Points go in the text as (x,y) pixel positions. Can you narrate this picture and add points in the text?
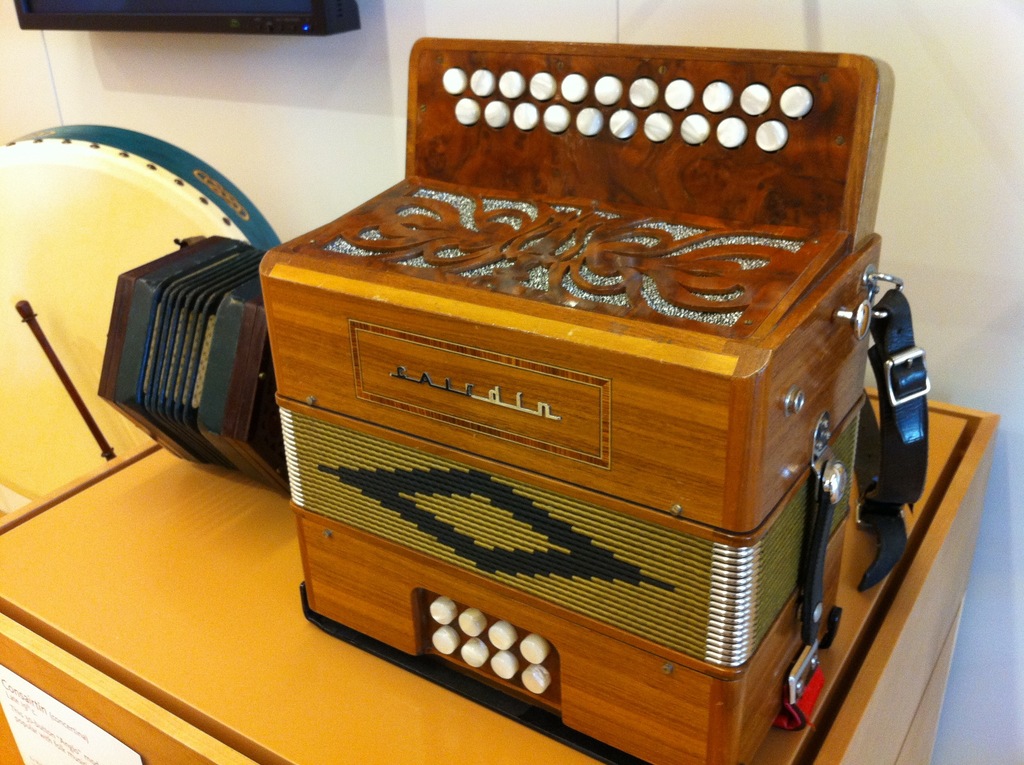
In this image there are some objects (226,403) on the table (137,496), in front of the table (137,496) there is a paper note (47,713) with some text (63,720) on it, behind the table (17,587) there is a monitor (97,17) on the wall (332,68).
